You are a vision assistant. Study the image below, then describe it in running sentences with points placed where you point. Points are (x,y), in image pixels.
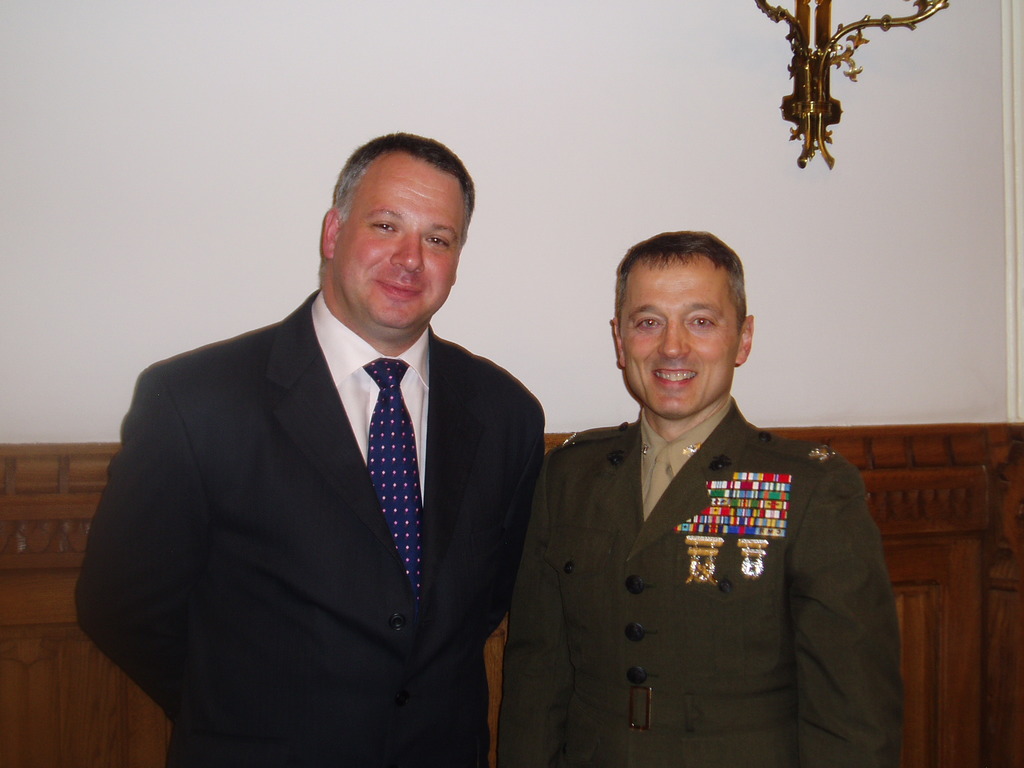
In the image there are two men (643,514) smiling. Behind them there is a wall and also there is a wooden object (912,598). At the top of the image (791,46) there is stand (812,79) with designs (806,67).
